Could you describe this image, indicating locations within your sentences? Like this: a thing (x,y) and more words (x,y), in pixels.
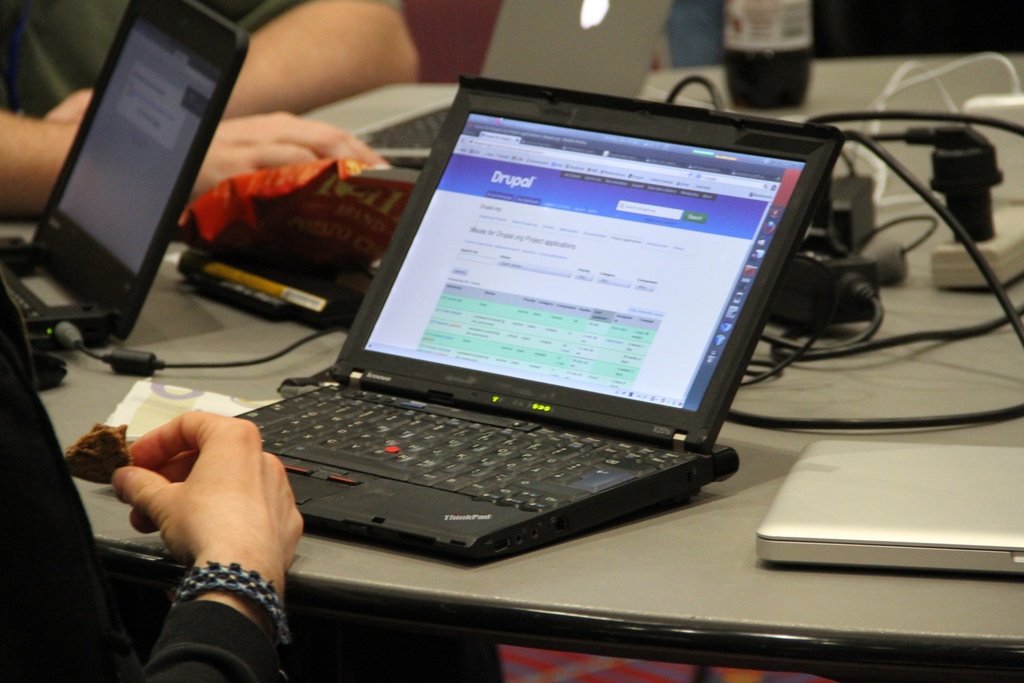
In the picture i can see a laptop (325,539) on the desk (604,539) and beside the laptop (461,153) there is a silver laptop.
